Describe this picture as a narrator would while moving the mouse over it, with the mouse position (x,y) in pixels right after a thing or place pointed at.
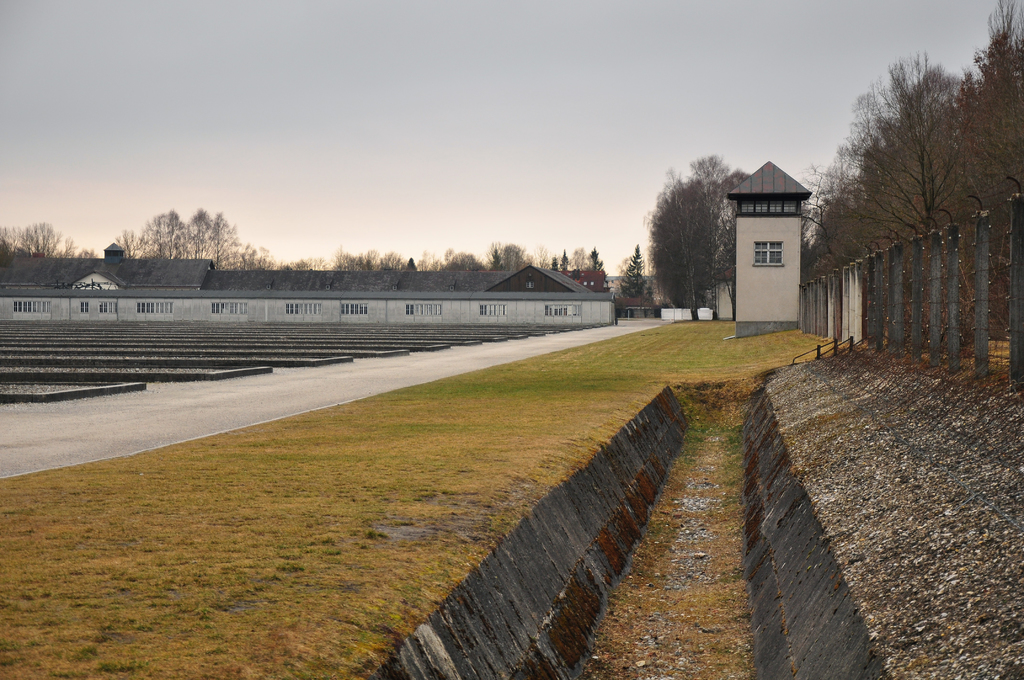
On the right side (928,285) there is a fencing (816,285). Near to that there are trees (902,198) and building (760,270) with windows (757,257). Also there is grass (366,414) and a road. In the background (166,303) there is a building (220,308) with windows (363,311), trees (176,245) and sky (450,146).
